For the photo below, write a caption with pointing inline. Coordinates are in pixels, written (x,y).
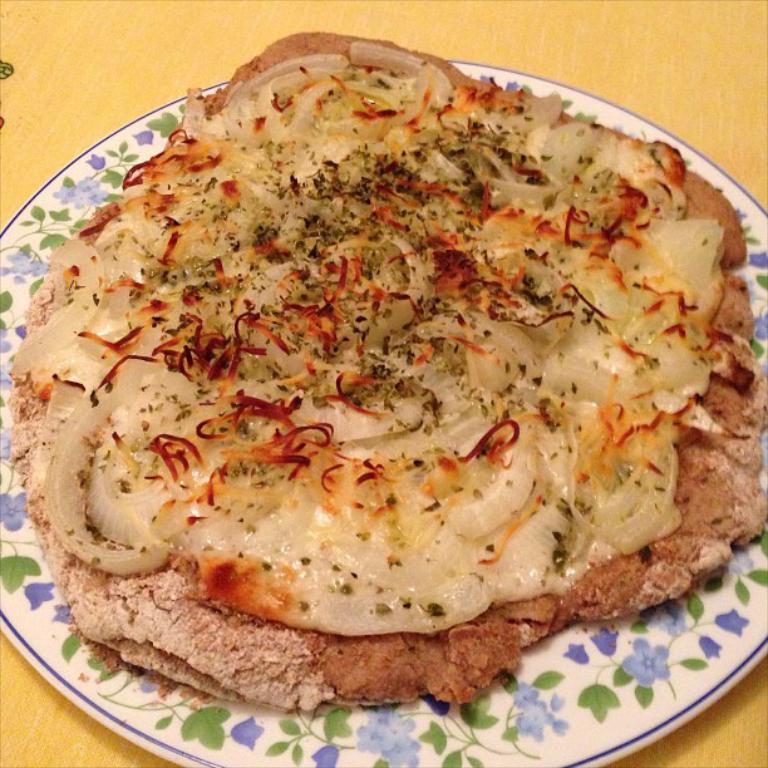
In this image there is a table (561,68) and we can see a plate (622,626) containing food (330,604) placed on the table (28,751).
